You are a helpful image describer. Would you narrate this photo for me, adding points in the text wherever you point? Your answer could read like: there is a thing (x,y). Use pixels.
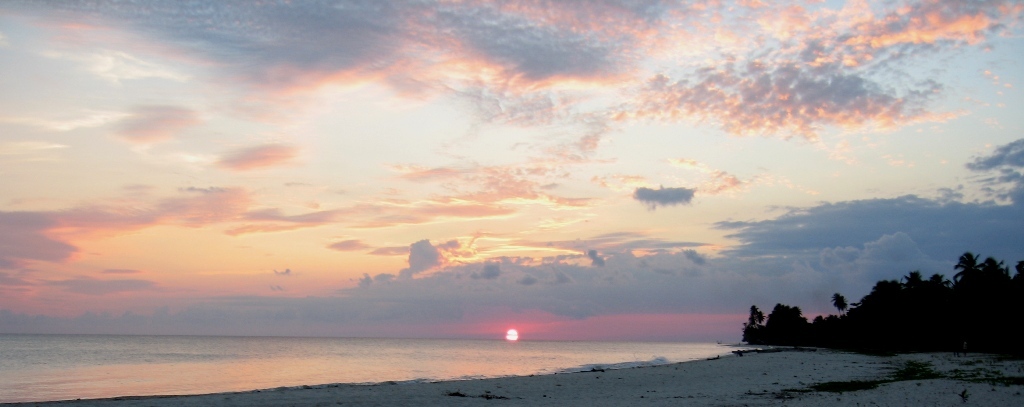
In this image I can see an ocean (210,375). I can see few trees (881,329). I can see clouds (489,256) in the sky (415,289).
